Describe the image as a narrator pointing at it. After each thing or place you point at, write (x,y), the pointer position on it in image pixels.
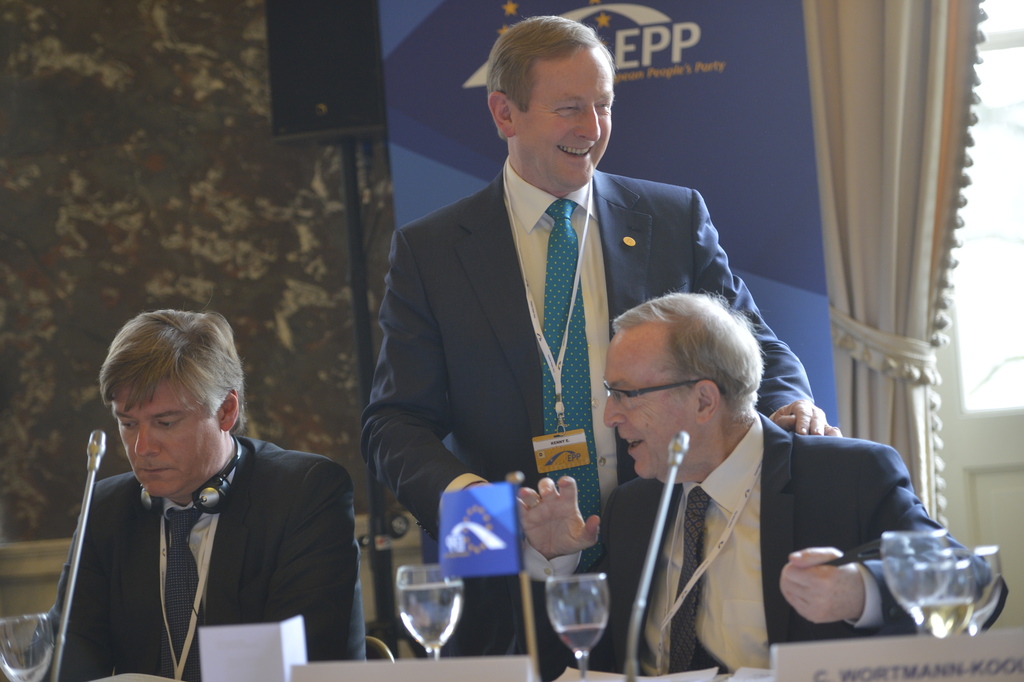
There are men (216,532) those who are sitting in the center of the image (677,341) and there is a table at the bottom side (446,579), on which there are mics (669,501), glasses (424,606), and papers (593,673) on it, there is a man (521,131) who is standing behind them and there is a window (981,249), curtain (906,243), poster (394,104), and a speaker (343,68) in the background area (365,77).
